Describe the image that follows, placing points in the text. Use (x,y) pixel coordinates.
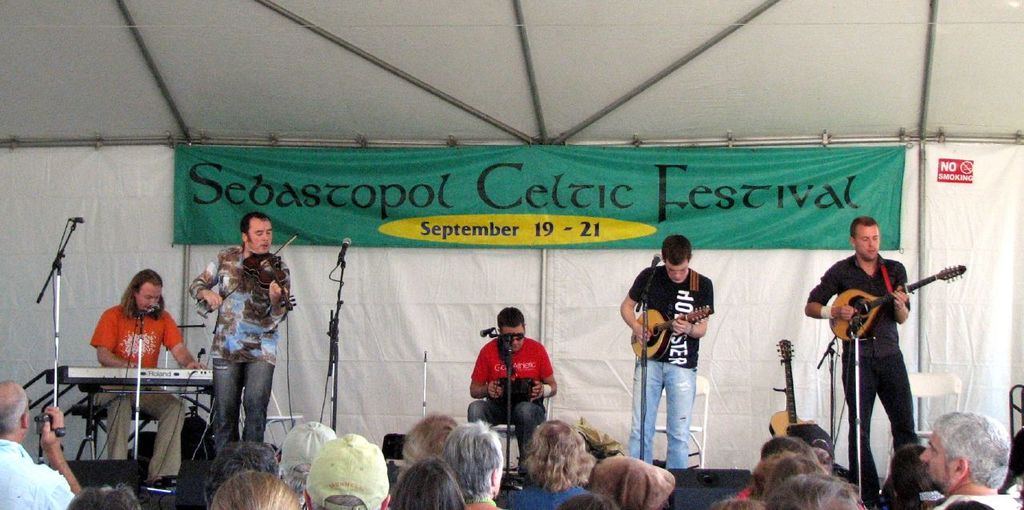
In this picture I can see group of people (679,416) among them few are sitting and few are standing, among them five people (171,347) are playing musical instrument (666,331) in front of a microphone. In the background (470,179) I can see banner (404,192). I can also see chair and some other musical instruments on the stage (676,493).
